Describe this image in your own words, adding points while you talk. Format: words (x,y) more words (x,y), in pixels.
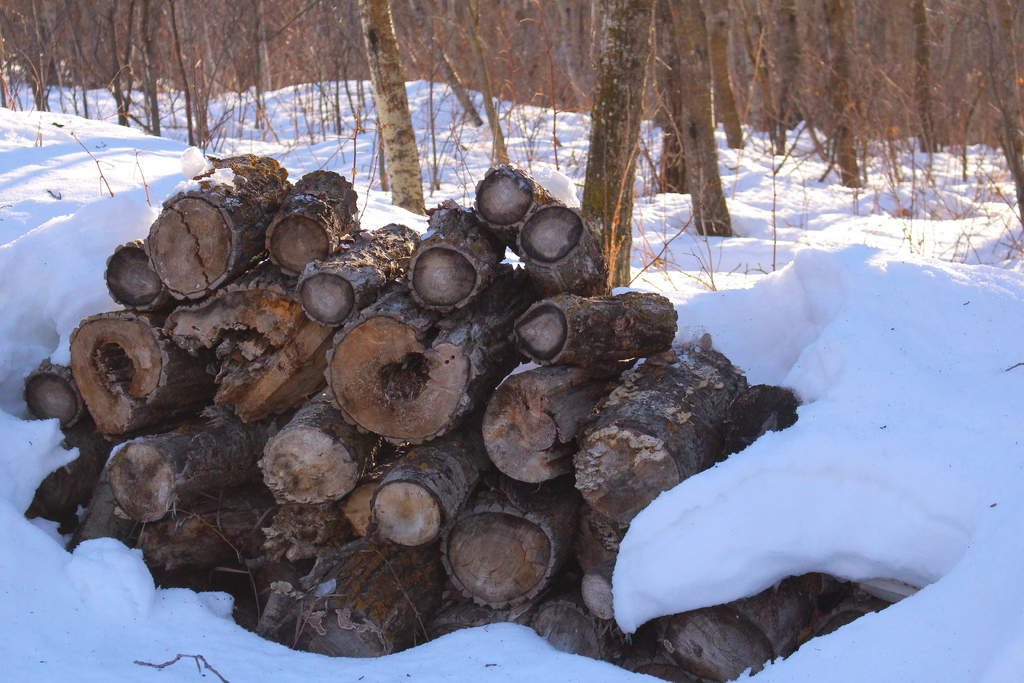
In this image I can see ground (434,110) full of snow (19,152) and on it I can see log of wood (355,649). In the background (843,59) I can see number of trees (509,62).
